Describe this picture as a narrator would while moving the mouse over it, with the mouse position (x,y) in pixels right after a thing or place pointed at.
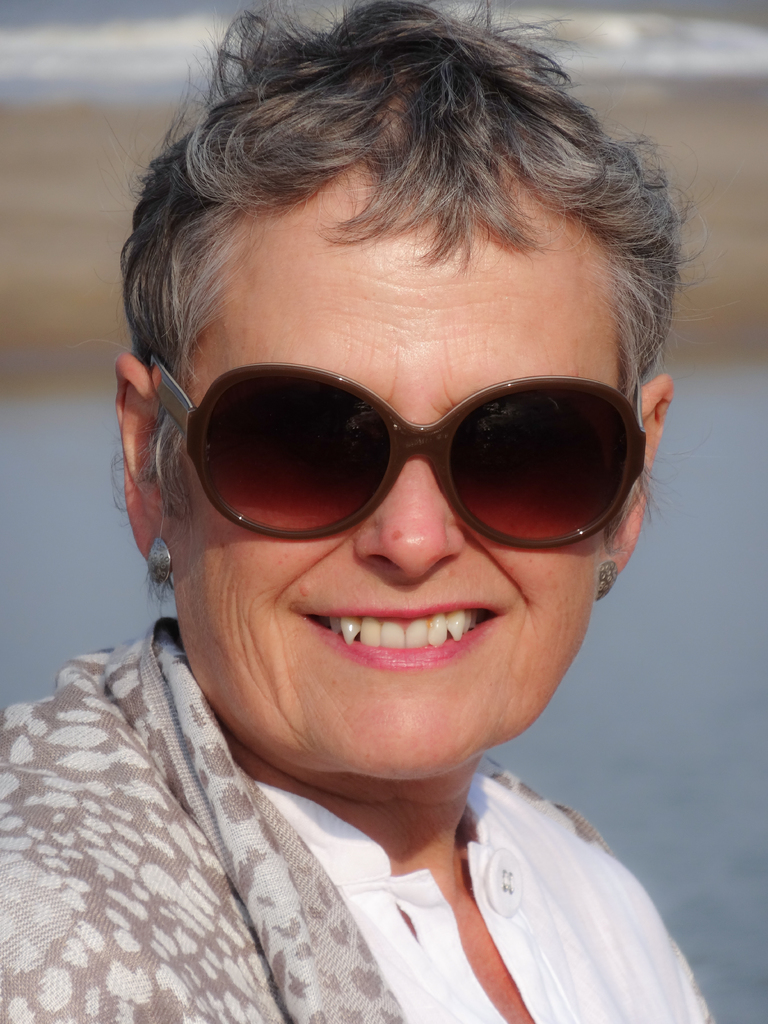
In this picture I can observe a woman (344,572). She is wearing white color dress (400,903) and spectacles (519,469). Woman (352,596) is smiling. The background (37,148) is blurred. I can observe some water (83,570) behind her.
